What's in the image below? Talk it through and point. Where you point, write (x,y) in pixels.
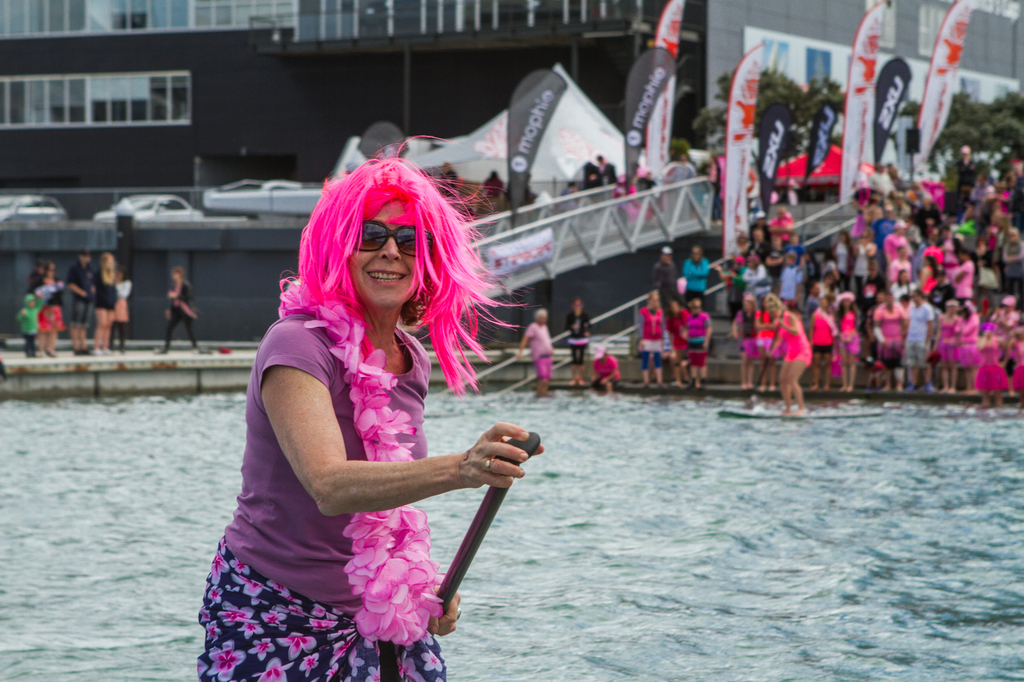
In the foreground of the picture (431,344) we can see a woman (412,509) holding a stick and wearing a pink garland (394,541). In this picture there is a water body (692,505). In the middle of the picture (675,343) there are group of people (767,277), staircase (720,314), banners (743,162), cars (163,215) and other objects (125,236). At the top (570,36) there are trees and a building (524,37).
